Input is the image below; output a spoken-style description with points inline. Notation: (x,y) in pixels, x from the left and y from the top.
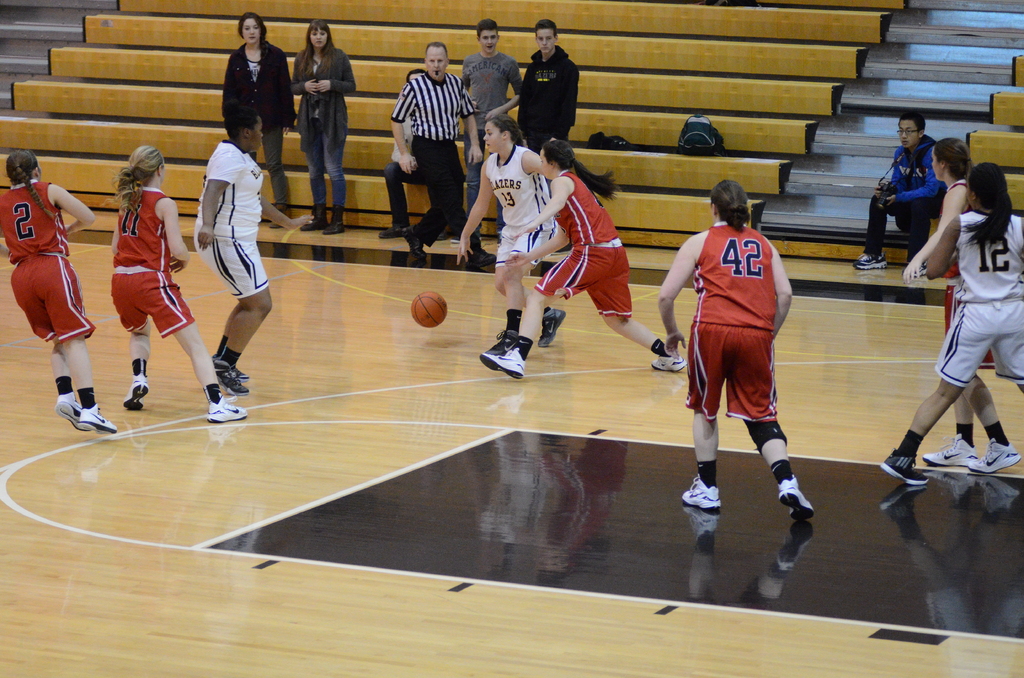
In the picture I can see these people (1008,346) wearing white color dresses (1016,333) and these people (127,207) wearing red color dresses (579,185) are playing in the court (470,328) and here we can see the ball (438,322) in the air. In the background (527,122), we can see a few more people (537,122) standing there and this person (888,207) on the right side (908,183) is sitting on the steps (869,190).
